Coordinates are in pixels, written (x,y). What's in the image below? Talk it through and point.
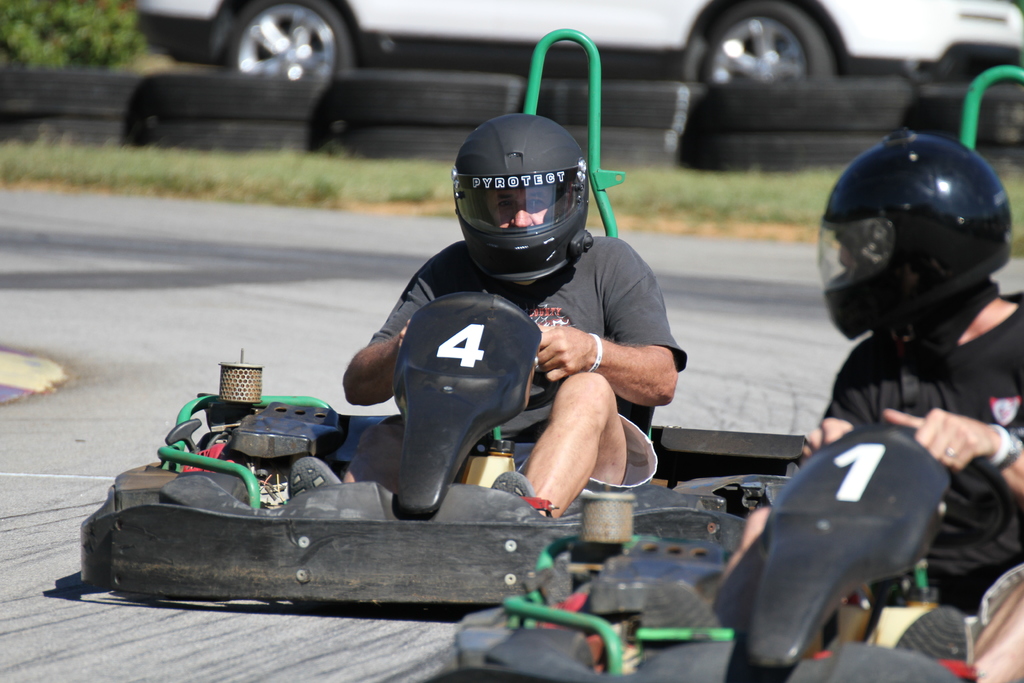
In this image I can see two persons (846,418) riding vehicles (838,511), in front (617,340) the person (643,364) is wearing gray color shirt (608,323) and black color helmet (559,163). Background (460,9) I can see few wheels (580,110) in black color, a vehicle (480,39) in white color and plants (70,20) in green color.
